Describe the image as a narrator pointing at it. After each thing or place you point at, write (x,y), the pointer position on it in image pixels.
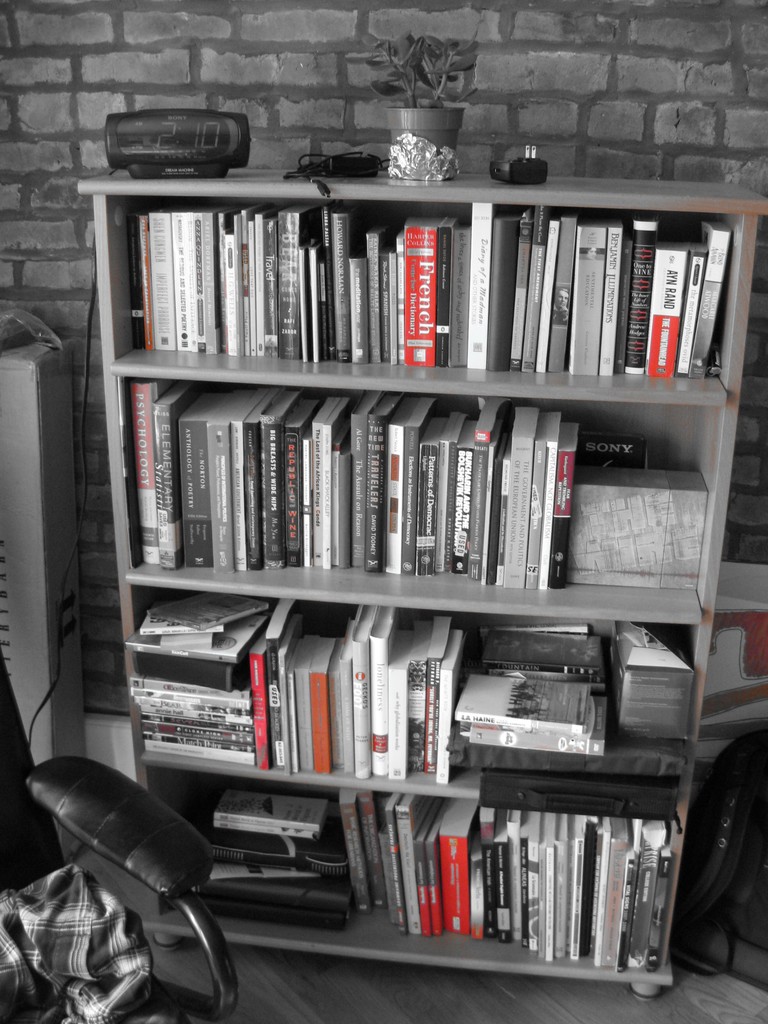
To the bottom left of the image (9,743) there is a black chair (18,748) with a cloth (78,987) in it. Behind the chair (202,848) there is a machine (8,392). In the middle of the image (375,401) there is a cupboard (444,323) with many books (393,492) in it. Above the cupboard (215,188) there are pot (444,135) with a plant (432,76) and a few other items (158,141). Behind the cupboard (374,182) there is a brick wall (67,291). To the right bottom corner of the image (712,840) there is a black bag (728,878) on the floor (424,983).
